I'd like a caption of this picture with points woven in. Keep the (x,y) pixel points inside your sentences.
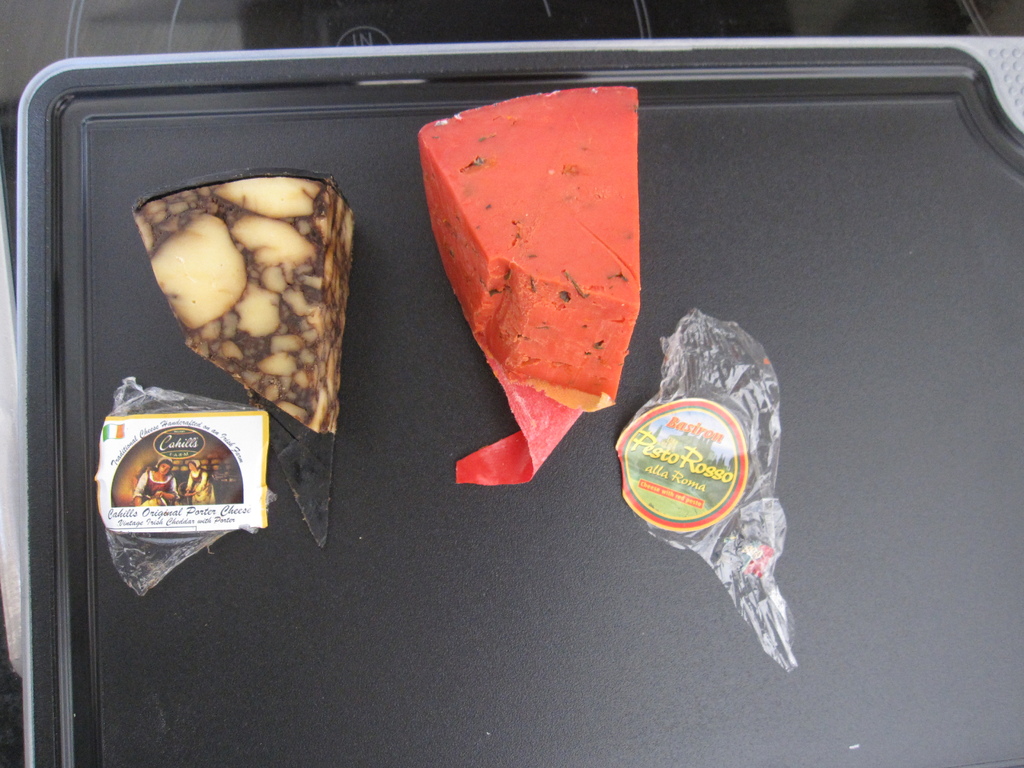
In this image I can see a black colour thing (981,436) and on it I can see an orange colour thing (435,219), few plastic (190,454) and a black colour thing (226,247).
